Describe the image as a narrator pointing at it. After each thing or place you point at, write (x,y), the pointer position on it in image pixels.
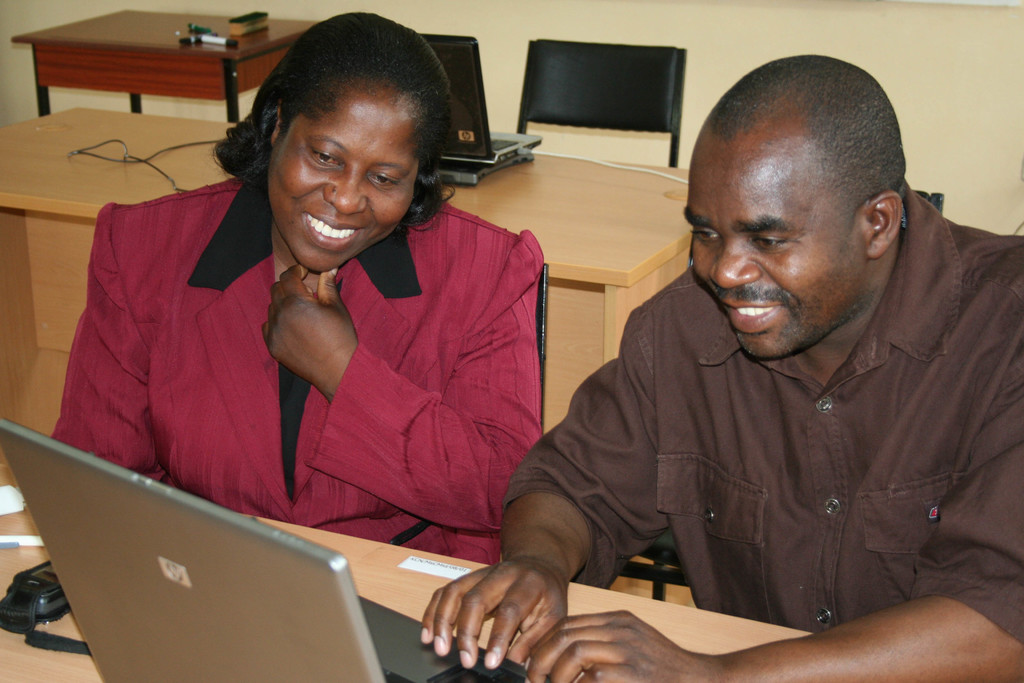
people (471,393) are sitting on the chair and operating laptops (203,552). behind them there is a table (507,187) on which cables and laptop (472,152) are present.
